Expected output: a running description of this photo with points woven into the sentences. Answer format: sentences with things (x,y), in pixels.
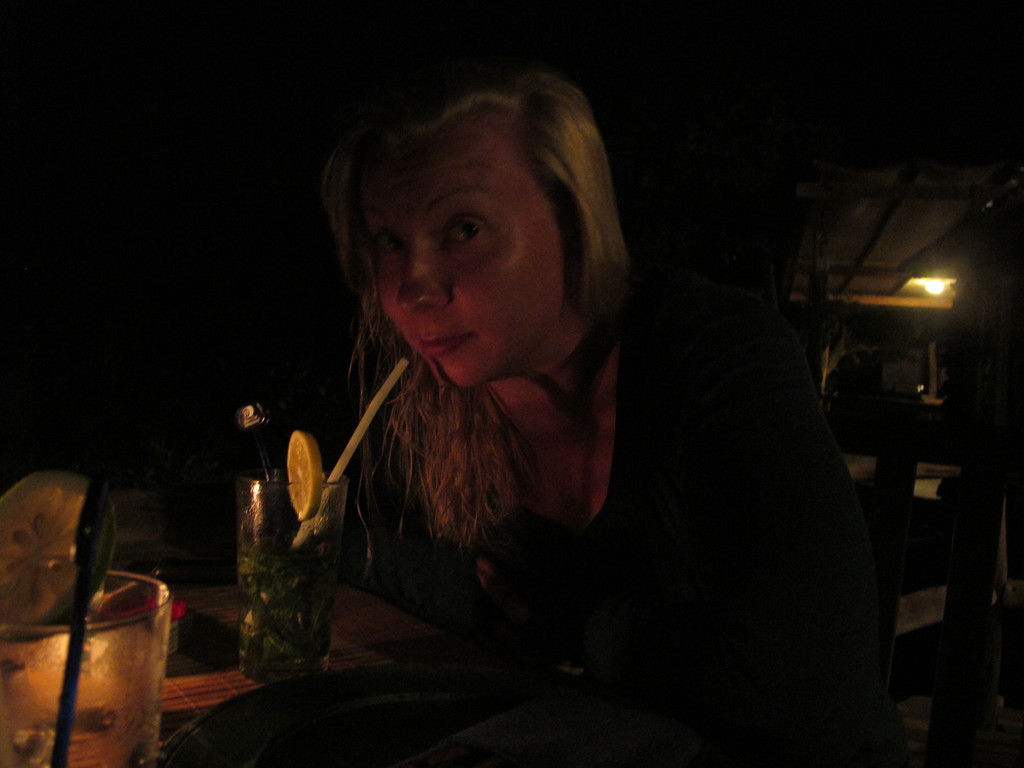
In front of the picture, we see a woman (734,417) is sitting on the chair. In front of her, we see a table (378,619) on which the glasses (158,672) containing the liquids (31,701) and the straws (84,554) are placed. She might be posing for the photo. On the right side (895,293), we see the light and the roof (902,268) of the building (824,234). In the background (213,307), it is black in color and this picture is clicked in the dark.
